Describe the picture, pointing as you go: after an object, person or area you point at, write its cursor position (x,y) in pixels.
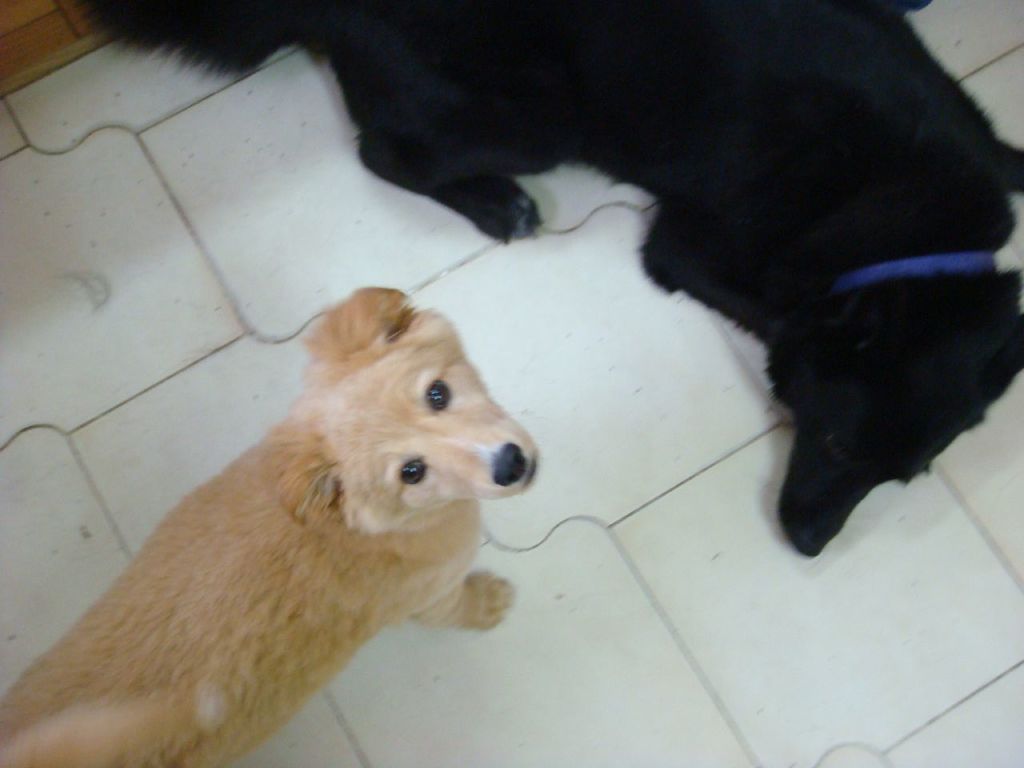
In this picture I can see couple of dogs (356,319), a black color dog (729,30) is laying on the ground (629,403) and another dog (125,663) is brown in color.
